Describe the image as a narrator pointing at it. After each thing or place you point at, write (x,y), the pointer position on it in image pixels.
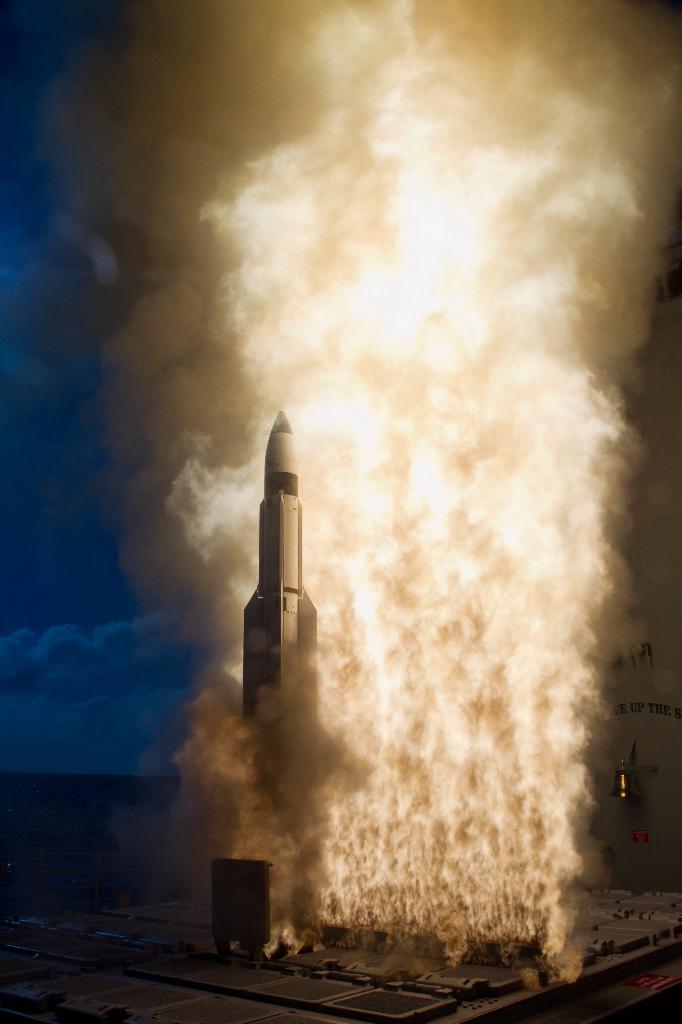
In this image in the center (333,673) there is a rocket (296,683) and there is fire (450,696). In the background (605,719) there is an object (636,627) which is white in colour and the sky (115,587) is cloudy.
